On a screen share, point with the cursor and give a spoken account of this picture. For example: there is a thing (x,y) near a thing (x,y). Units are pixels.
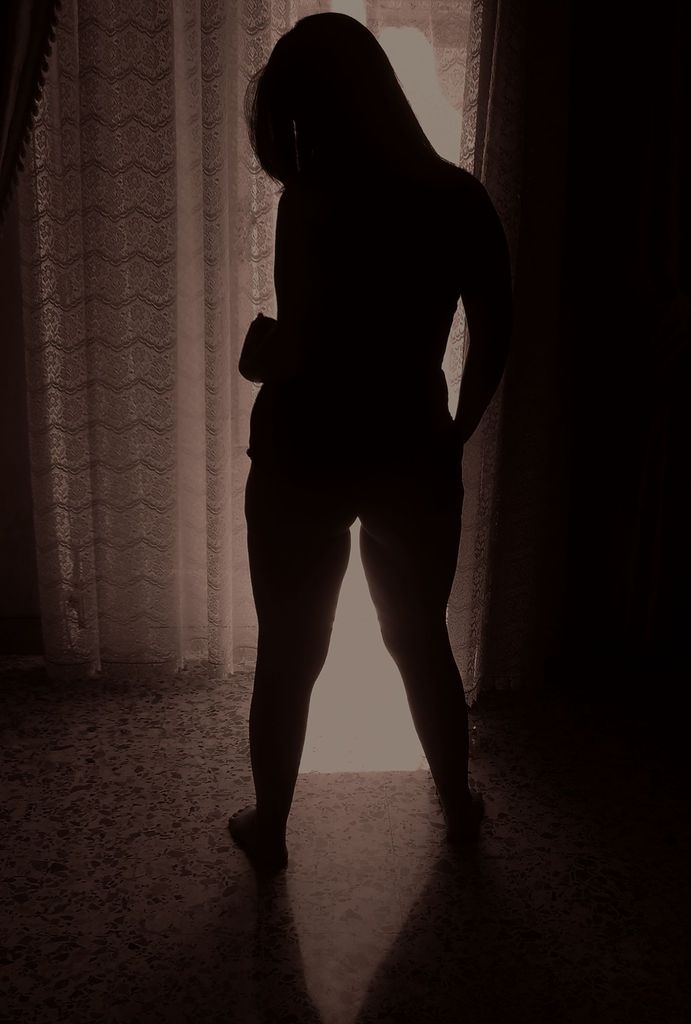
In this image, I can see a person (333,445) standing. These are the curtains (138,254) hanging. This is a floor (438,928).
